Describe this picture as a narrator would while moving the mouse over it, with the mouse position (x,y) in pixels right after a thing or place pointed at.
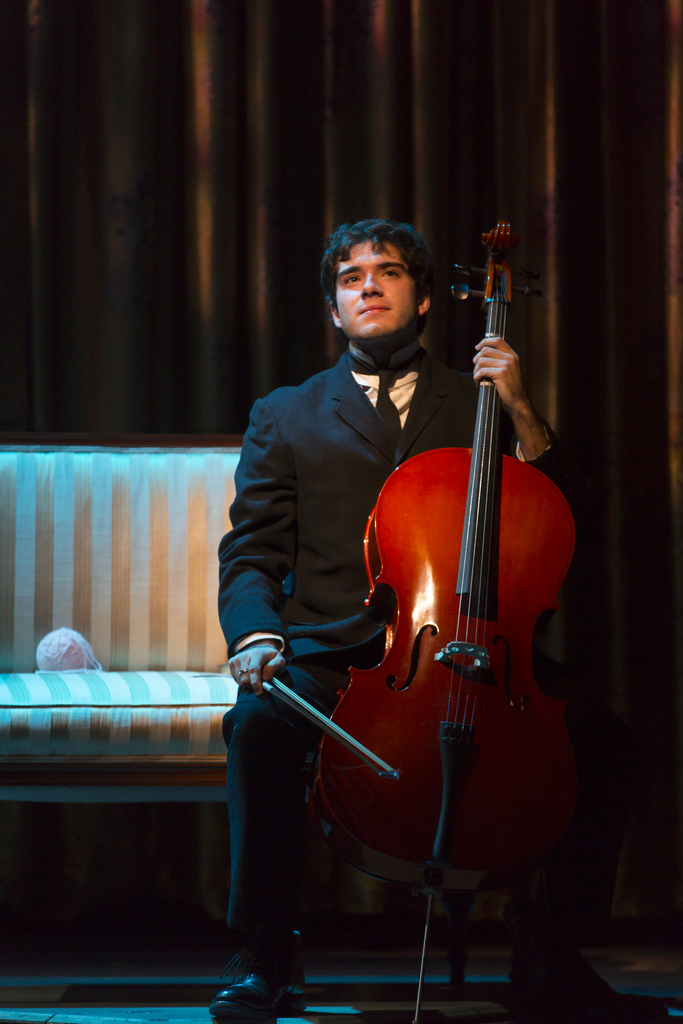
In this picture there is a man (329,529) sitting on the chair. He is holding a stick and a cello (429,641) in his hands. There is a brown curtain (313,153) at the background (656,95). There is an object (71,646) on the sofa (96,788).
